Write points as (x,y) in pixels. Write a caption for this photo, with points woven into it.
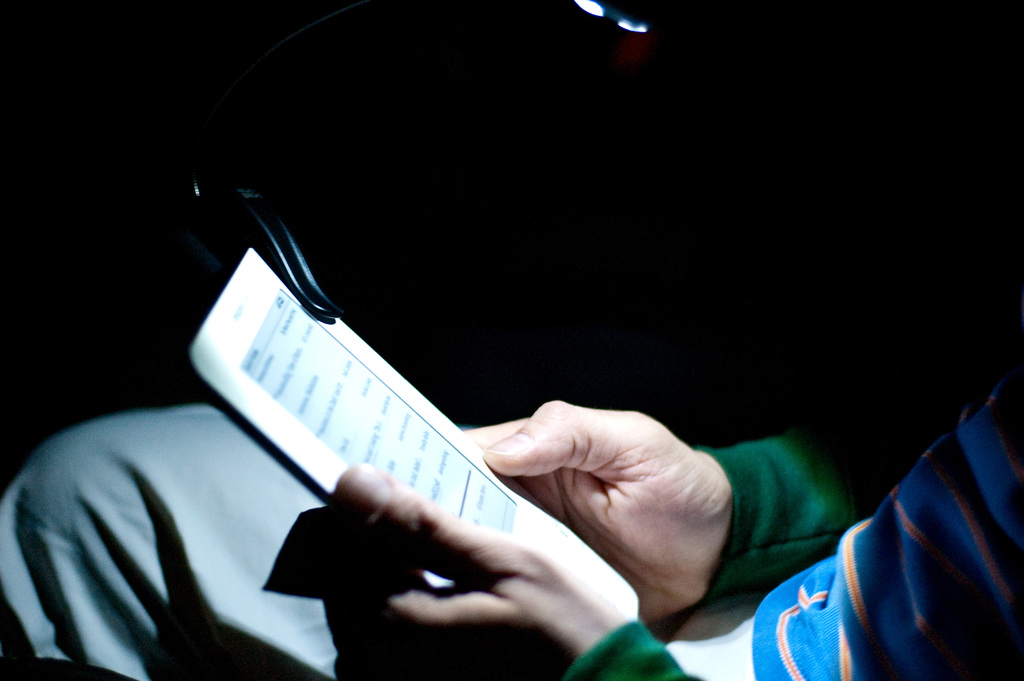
In this picture, we see the man (842,601) in blue and green t-shirt (768,596) is wearing a white pant (233,509) is holding a tablet (329,474) in his hand (566,598) and in the background (605,253), it is black in color. This picture is clicked in the dark.
